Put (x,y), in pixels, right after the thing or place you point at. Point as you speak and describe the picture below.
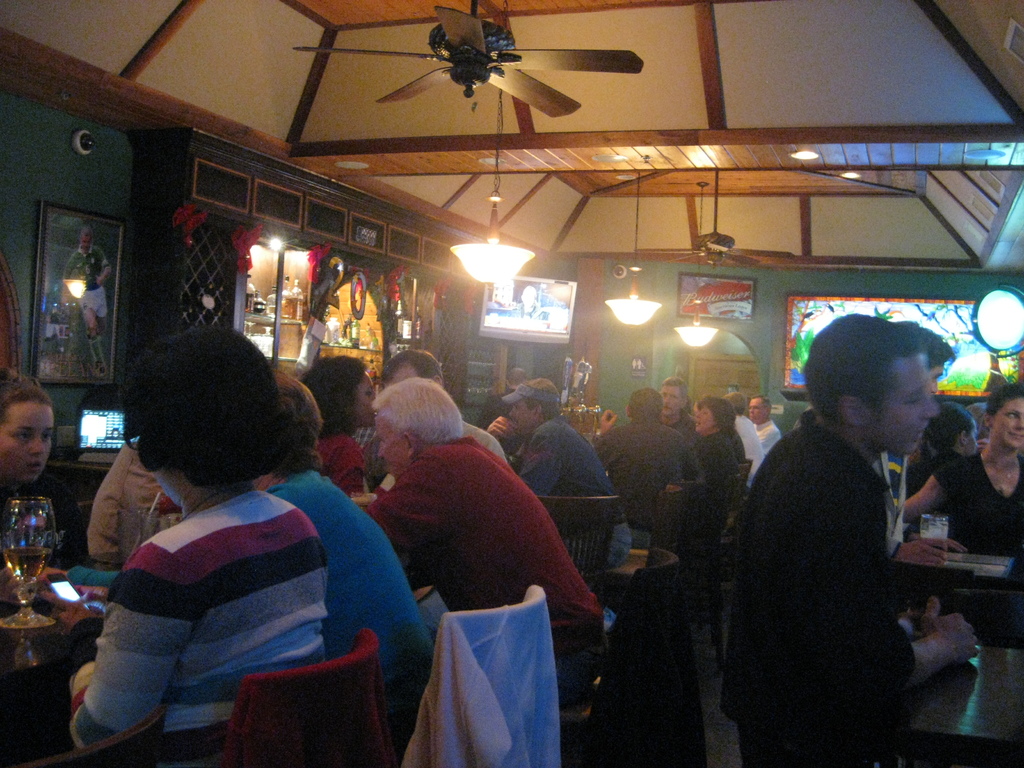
In the image in the center (542,484), we can see a few people (520,497) are sitting on the chair (622,588) around the table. On the table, we can see glasses (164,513) and a few other objects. In the background (551,340) there is a wall (647,340), roof (549,25), fan (539,56), lights (621,325), screens (528,297) and a few other objects (725,296).
